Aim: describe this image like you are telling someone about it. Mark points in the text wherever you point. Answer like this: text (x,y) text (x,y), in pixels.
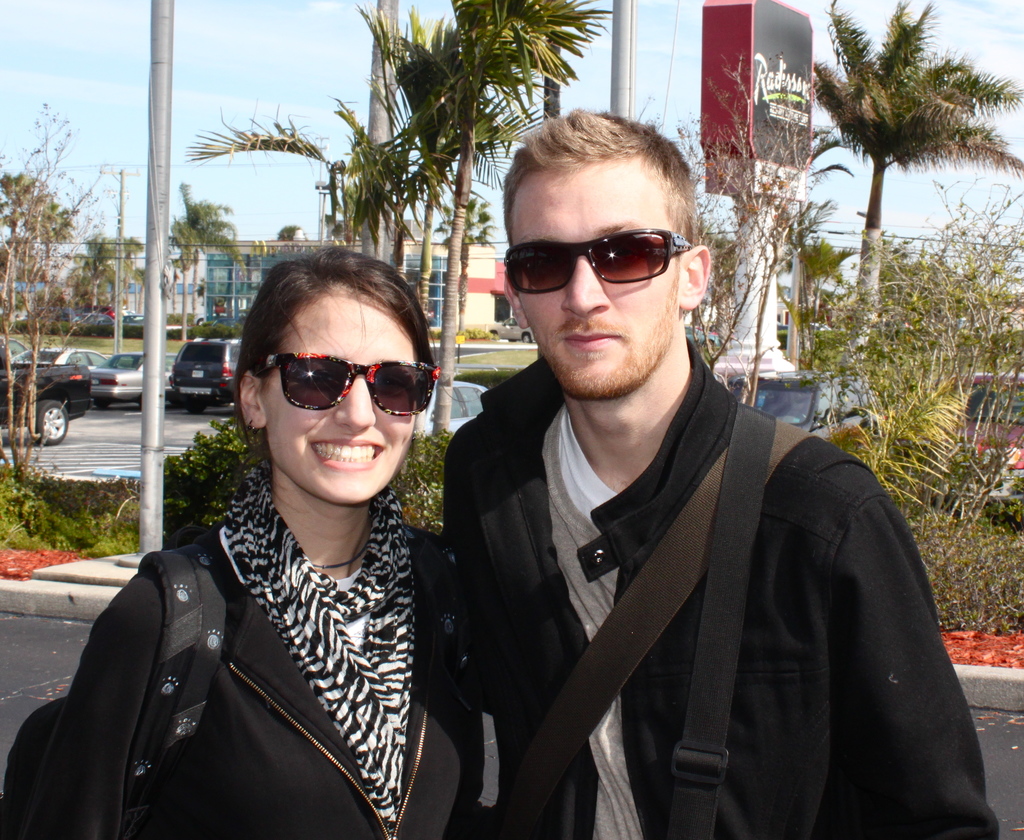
As we can see in the image there are trees (506,21), banner (767,125), plants (1011,599), vehicles (2,380), buildings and at the top (143,166) there is sky (422,11). In the front (352,473) there are two people (600,577) two people (577,538) wearing black color dresses (246,744).
